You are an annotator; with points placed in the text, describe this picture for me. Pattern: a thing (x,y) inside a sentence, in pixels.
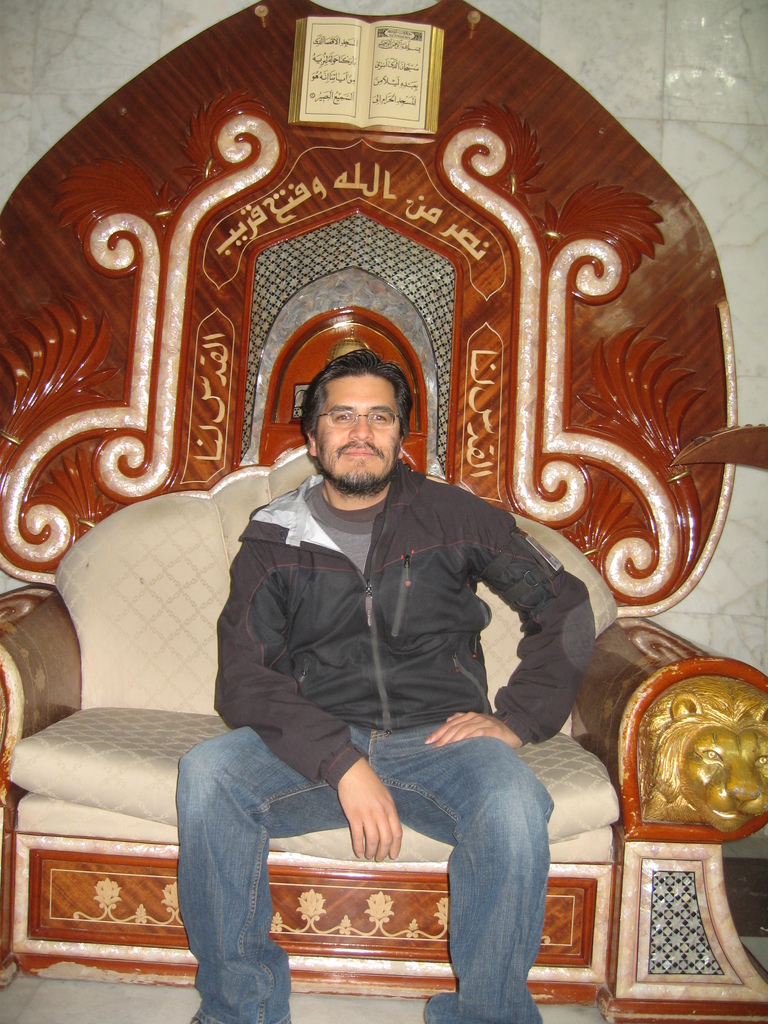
In this image I can see a man (453,490) is sitting on a chair (522,510). Here I can see he is wearing a specs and also I can see a smile on his face (370,492).
